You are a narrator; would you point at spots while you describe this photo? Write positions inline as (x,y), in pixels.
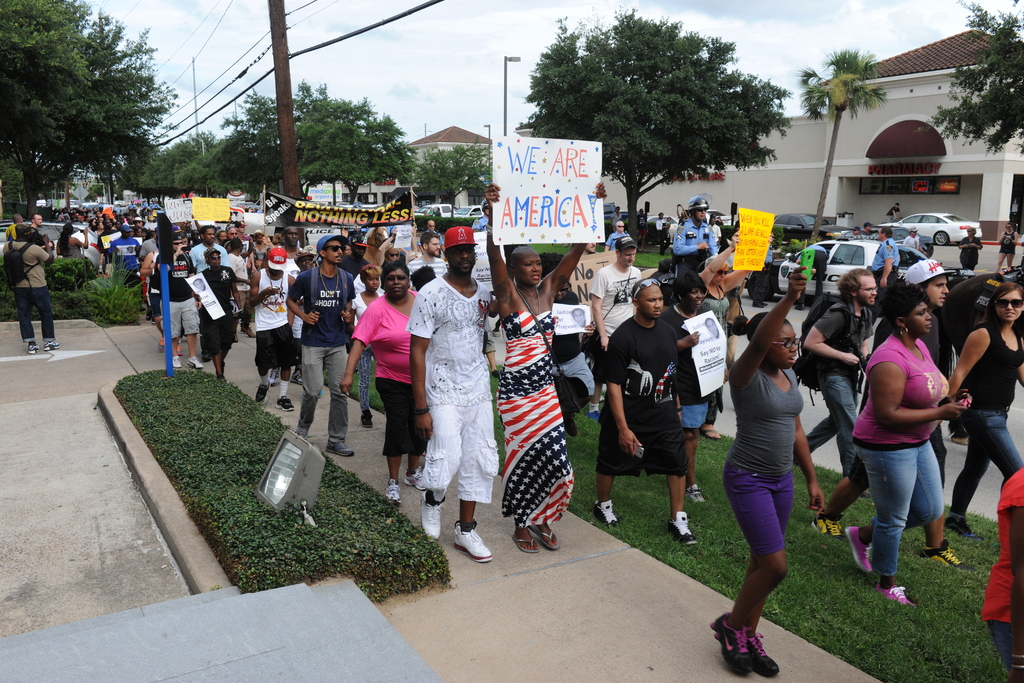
In this picture there are people (365,246) in the center of the image (519,413), by holding posters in their hands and there are trees (665,90) at the top side of the image (633,83), there are cars (845,235) on the right side of the image (854,247).
